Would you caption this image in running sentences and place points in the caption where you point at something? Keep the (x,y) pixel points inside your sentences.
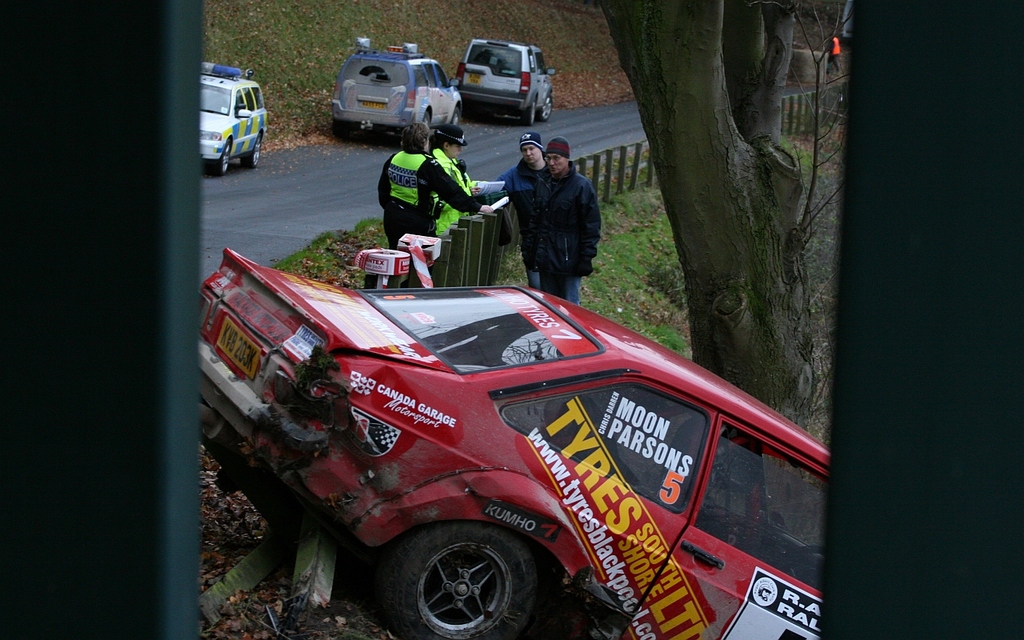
Here we can see a car (341,456). In the background (395,179) there are three vehicles (384,119) on the road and there are few people (450,190) standing on the ground (358,228) to the either side of a fence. There is a tree (754,63) and a person (832,42) over here on the right side (838,55).
